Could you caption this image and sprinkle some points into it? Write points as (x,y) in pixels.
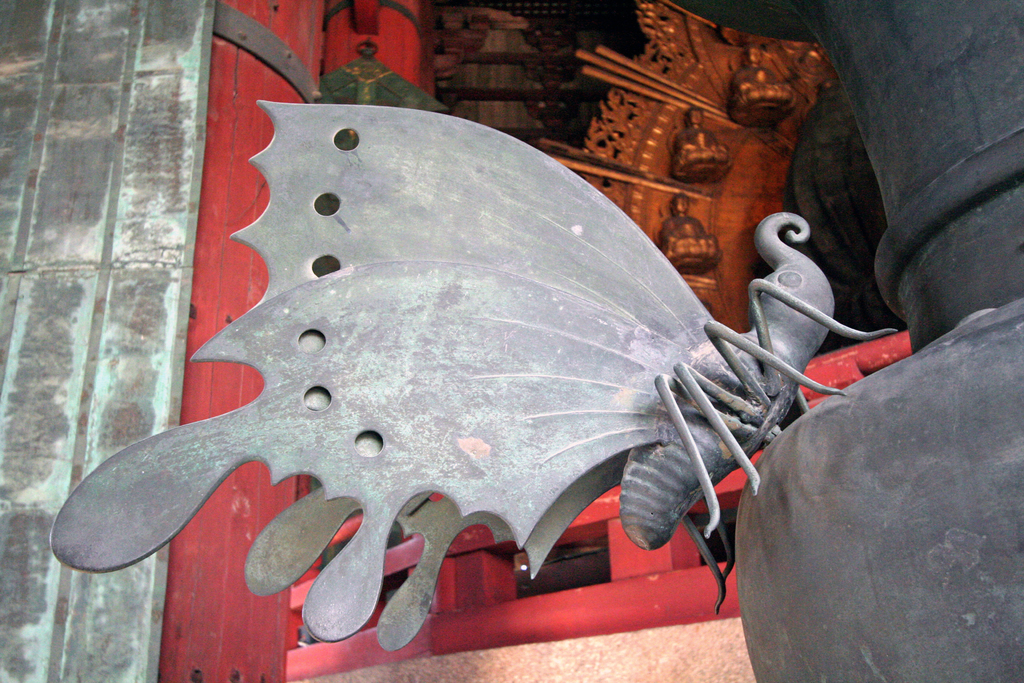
In the foreground of this image (693,368), there is a model of a butterfly (628,396) on a pole like structure (927,406). In the background (186,189), there is a wall (149,104), railing (591,607) and few sculptures (685,155) on the gold surface (640,139).
